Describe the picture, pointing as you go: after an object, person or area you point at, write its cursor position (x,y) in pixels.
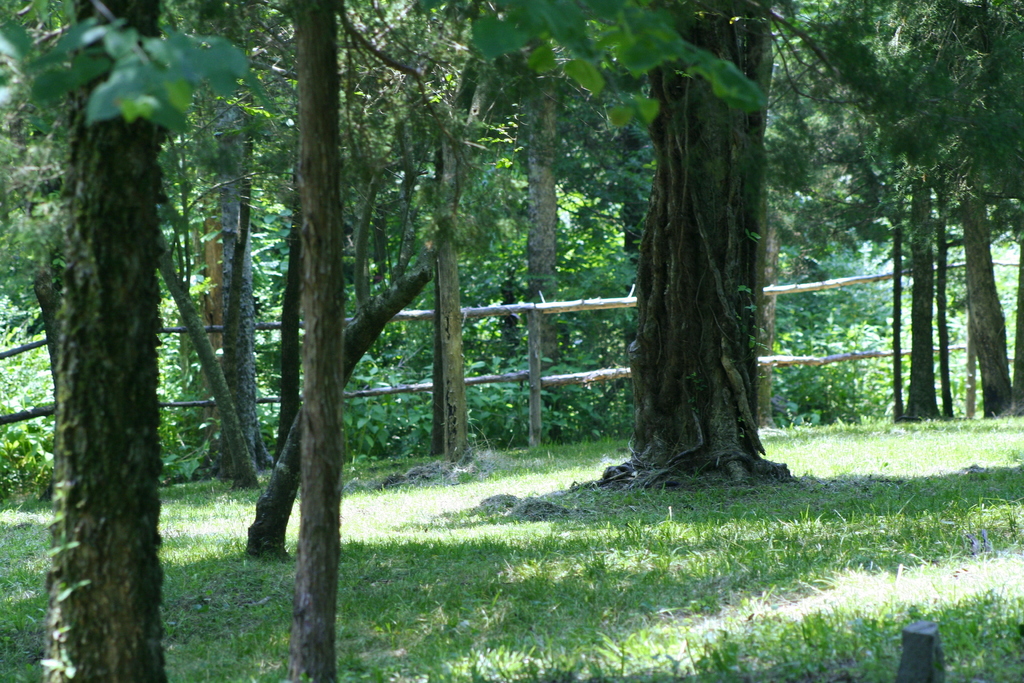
In this image I can see grass (545,523), shadows (962,482) and number of trees (407,236).
